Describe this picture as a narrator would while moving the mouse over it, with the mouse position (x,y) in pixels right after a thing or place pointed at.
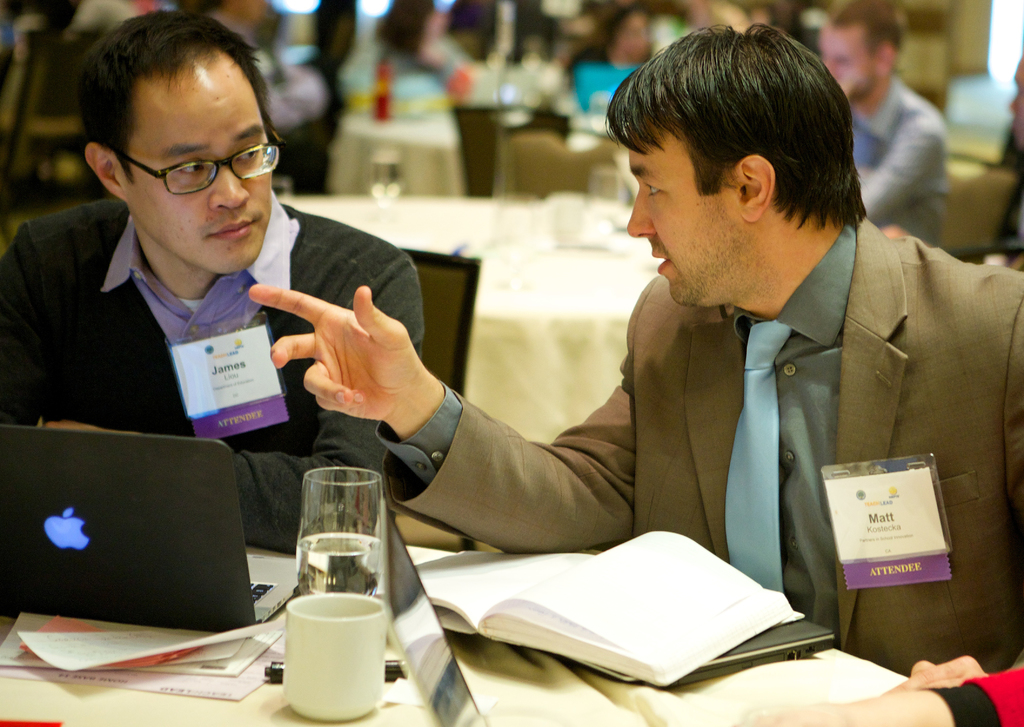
In this image there are two persons (481,474) sitting on the chairs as we can see in the middle of this image (419,398). There is one laptop (192,540) on the left side of this image (178,519) and there is a glasses (357,519) and some books (662,610) are kept on a table (766,699) in the bottom of this image (463,664). There are some tables (454,182) and persons (401,86) are sitting as we can see in the background (406,54).
